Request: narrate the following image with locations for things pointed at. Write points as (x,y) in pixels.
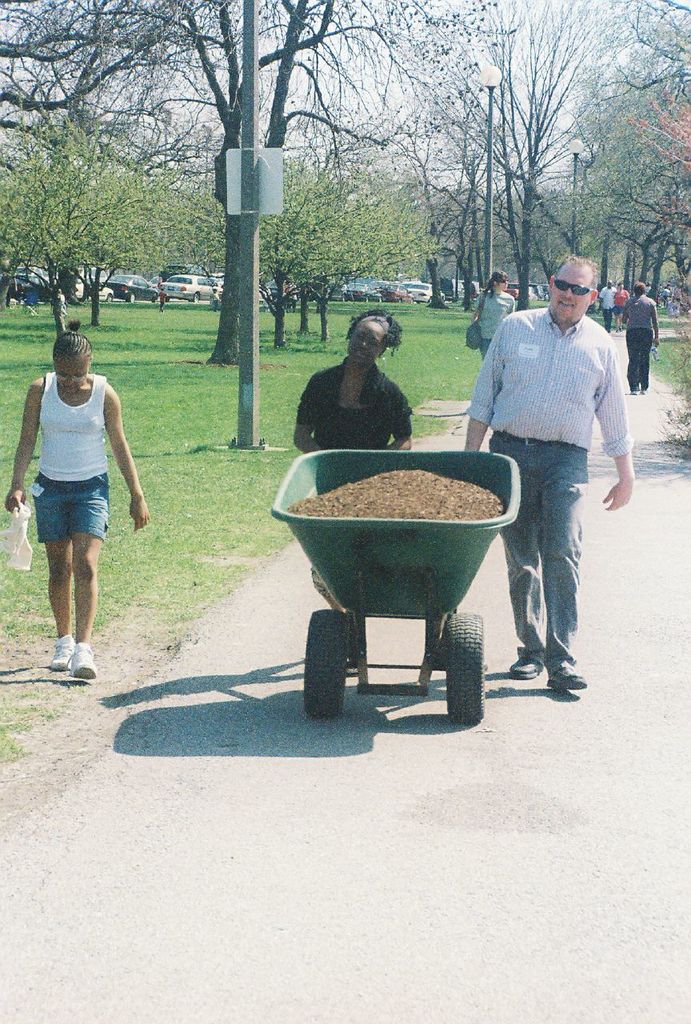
In the foreground of the picture (225,669), on the road (458,855) there is cart (398,587) and there are a woman (374,402) and a man (543,417). On the left (82,485) there is a woman (81,515) walking. In the center of the picture (321,364) there are trees (372,165), cars (137,288), people (502,299), pole (252,62) and grass (271,361). Sky (570,173) is sunny.
